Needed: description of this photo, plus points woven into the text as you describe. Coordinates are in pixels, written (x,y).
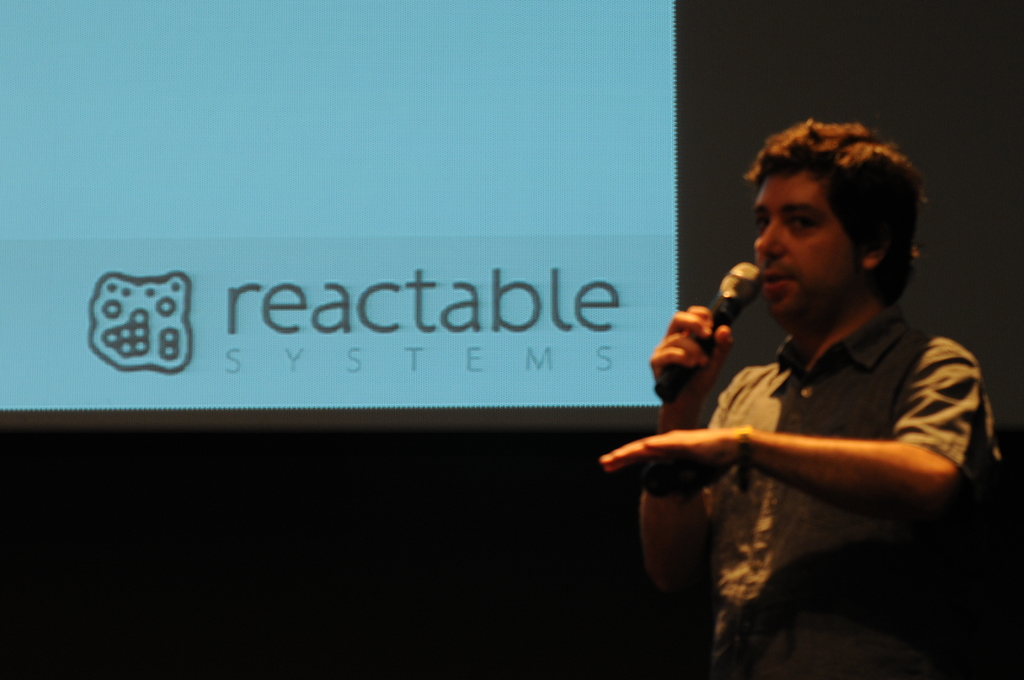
As we can see in the image there is a man (820,328) holding mic (735,285) and on the left side (228,182) there is a screen (525,137).
